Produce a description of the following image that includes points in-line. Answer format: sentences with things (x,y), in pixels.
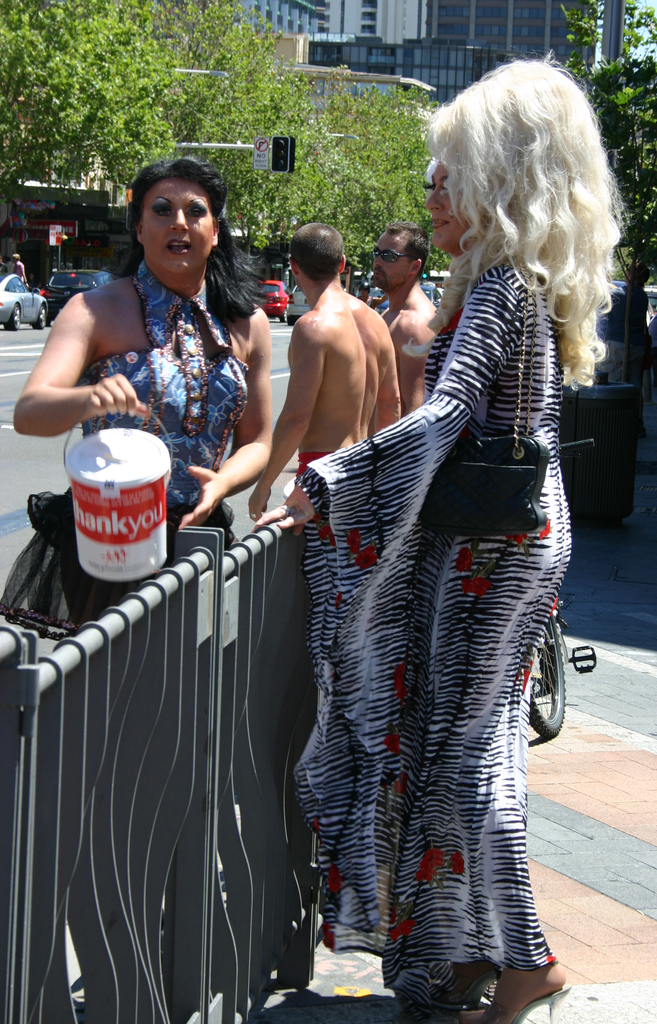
In this image there are people (400,552). At the bottom (132,792) there is a fence (198,848). In the background (15,320) there are cars (106,278), trees (279,132), buildings (517,11) and a traffic light (289,166).
